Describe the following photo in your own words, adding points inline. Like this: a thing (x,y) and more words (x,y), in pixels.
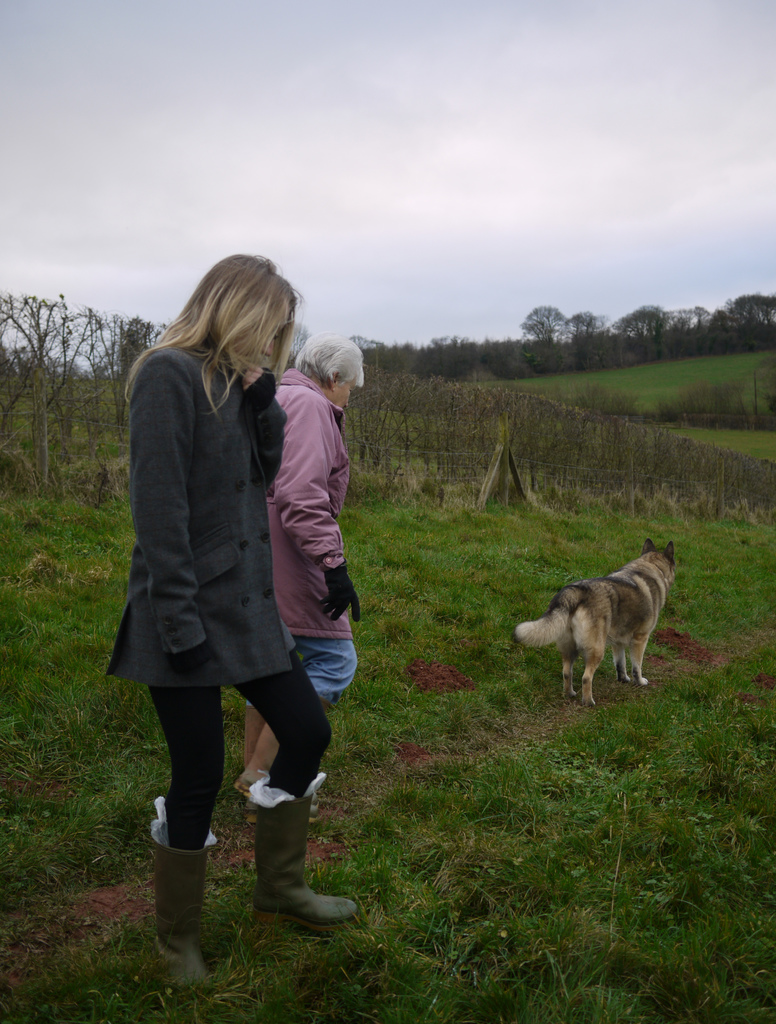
In this image we can see two ladies (212,506), there is a dog (594,610), there are some trees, plants (771,515), grass (437,753), also we can see the sky (509,159).
